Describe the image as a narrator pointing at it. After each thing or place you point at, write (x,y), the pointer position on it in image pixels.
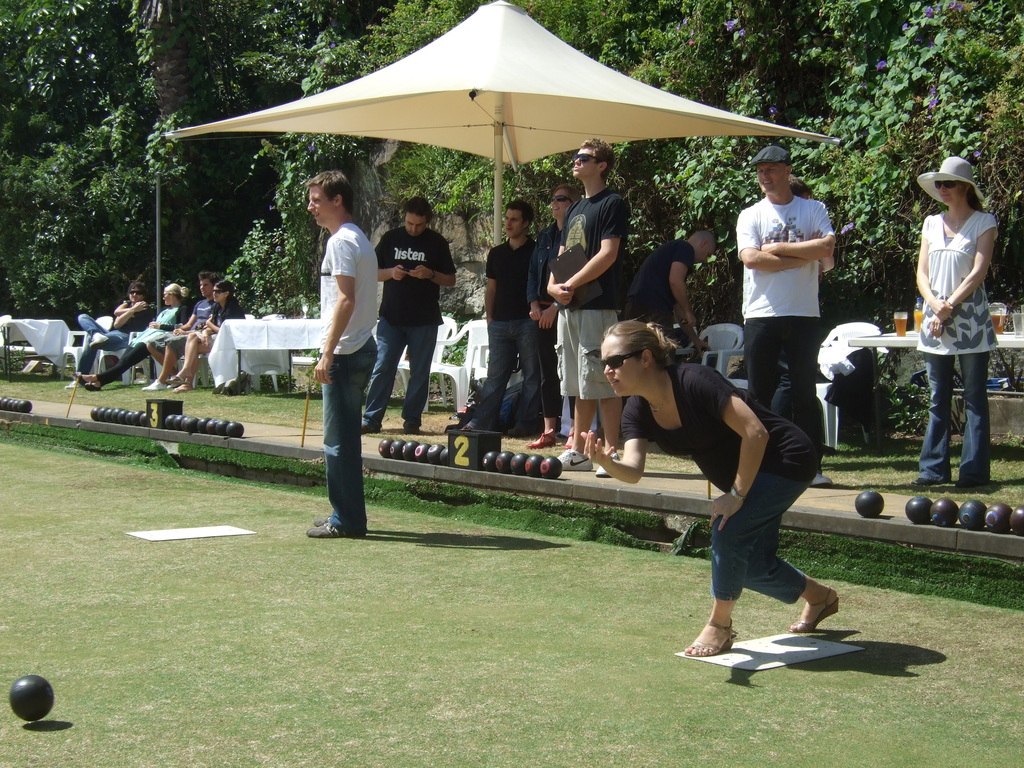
In this picture we can see there are groups of people (346,303). Behind the people (327,422) there are balls (131,416), chairs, stall (519,142) and a table (890,340). On the table (901,340) there are glasses (902,327). Behind the stall (445,123), there are trees (912,197).
